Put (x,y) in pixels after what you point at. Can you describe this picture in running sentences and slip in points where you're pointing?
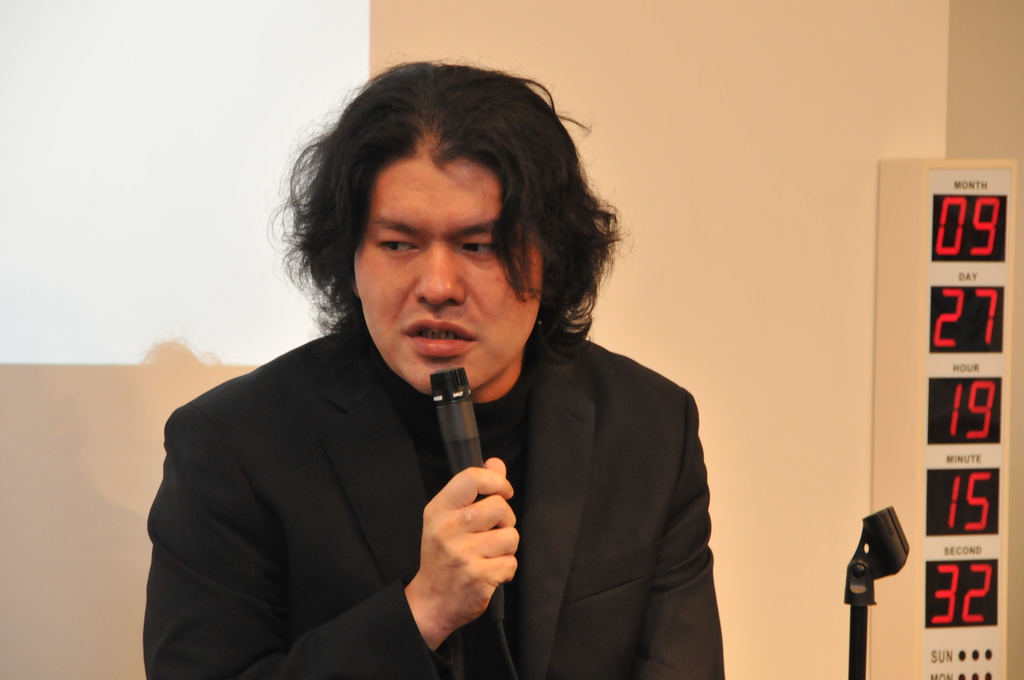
This picture is clicked inside a room (73,395). In middle (372,424), we see a man (404,467) in black jacket (362,487) and black t-shirt (513,441) is holding microphone (438,400) in his hand (471,486). I think he is trying to talk something. Beside him, we see a digital board (966,279) in which numbers (955,315) are displayed on it and behind him, we see a wall (738,91) which is white in color.
